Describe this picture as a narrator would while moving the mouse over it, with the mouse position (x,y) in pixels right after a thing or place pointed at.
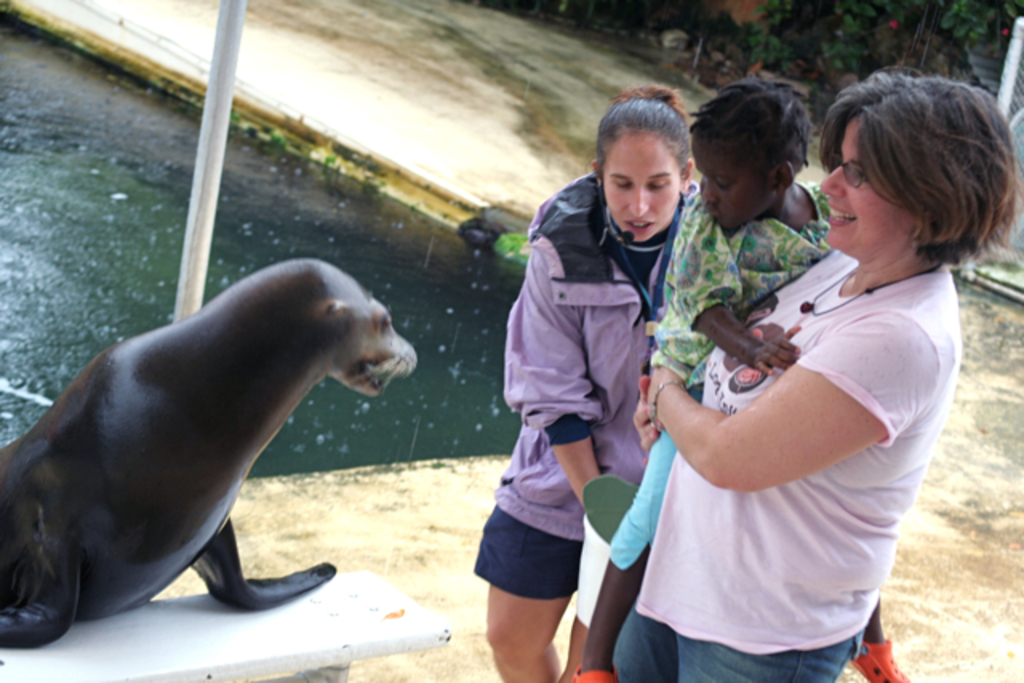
This image is taken outdoors. At the bottom of the image (919,602) there is a ground (438,472). On the left side of the image (298,234) there is a pond (190,188) and there is a seal (200,434) on the bench (325,619). On the right side of the image (816,540) two women (793,368) are standing on the floor (980,610) and there is a kid (720,326).
